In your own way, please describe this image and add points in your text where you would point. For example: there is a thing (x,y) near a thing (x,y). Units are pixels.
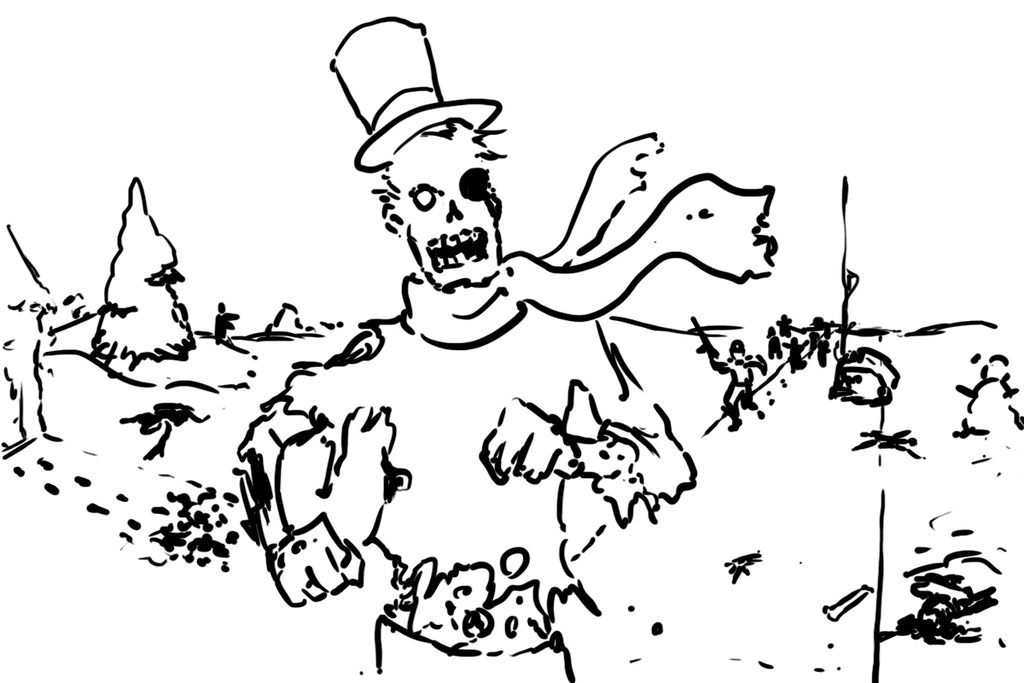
In this image I can see a sketch (396,444) in which I can see some people (492,427) and a tree (130,342).
